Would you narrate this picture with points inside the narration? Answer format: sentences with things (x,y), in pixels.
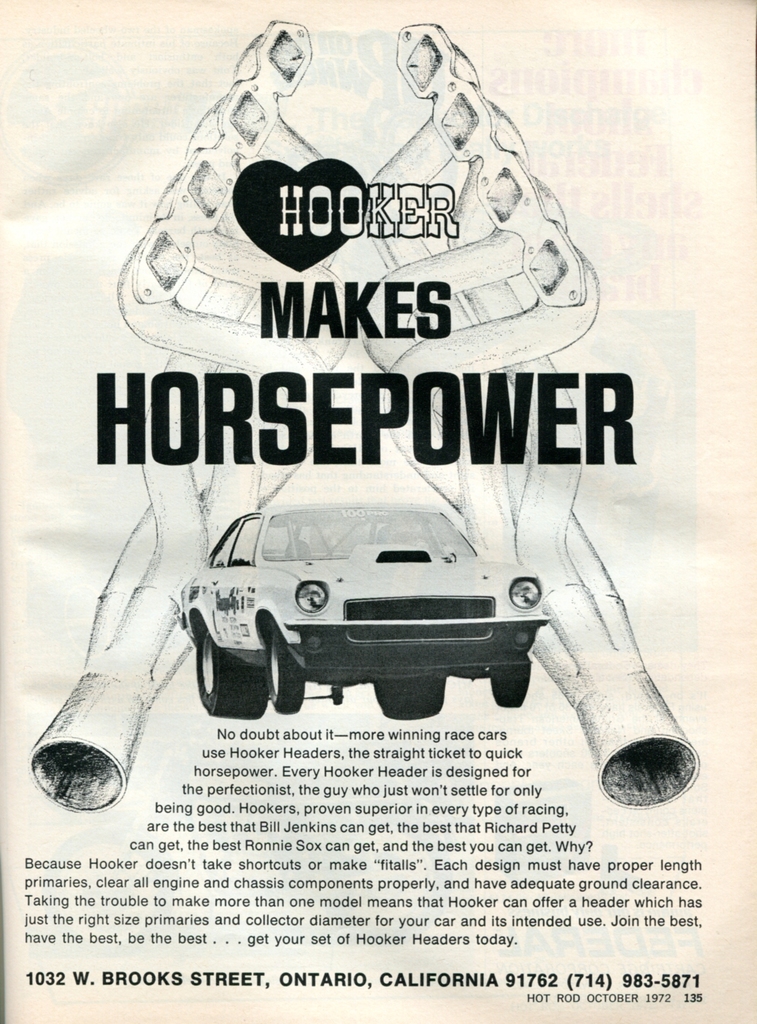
This is a poster (416,296) having an animated image (256,155) and black color texts (455,735). In the image, we can see there is a vehicle (405,613) and there are two designs (616,771). And the background (619,78) is white in color.
